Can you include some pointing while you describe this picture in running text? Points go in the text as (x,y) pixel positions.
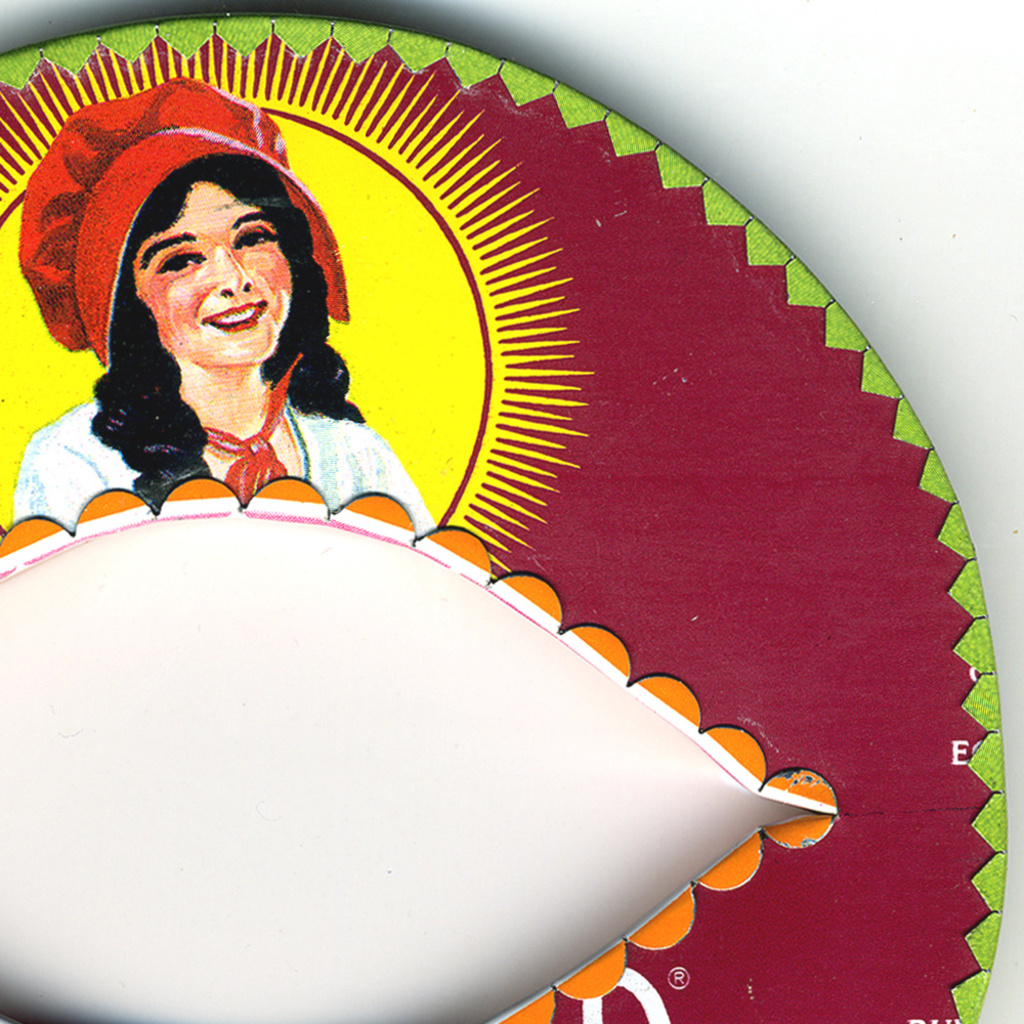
In this image there is a painting (452,368) of a person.
